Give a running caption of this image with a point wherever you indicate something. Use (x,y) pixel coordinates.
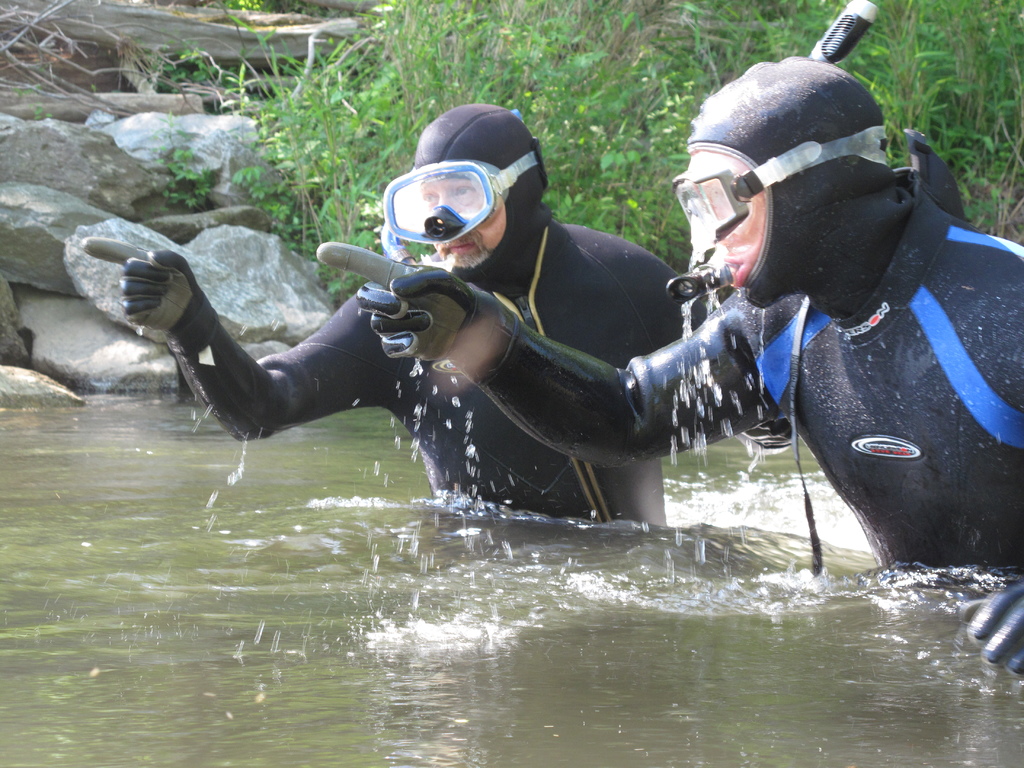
2 people (838,390) are present in the water (802,575) wearing scuba dress (803,214). There are plants (179,167) and rocks (29,165) at the back (166,197).
